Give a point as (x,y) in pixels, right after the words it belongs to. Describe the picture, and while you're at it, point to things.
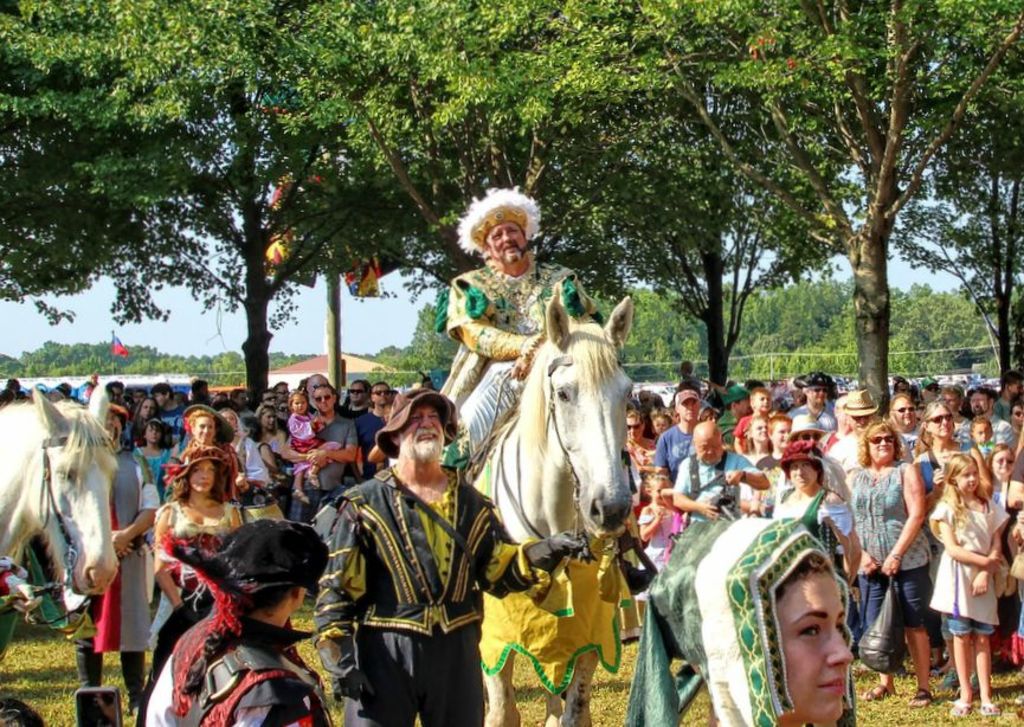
In this image we can see a group of people (404,420) standing on the ground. We can also see some grass (629,672) and a person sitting on a horse (548,508). On the backside (350,320) we can see a fence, a group of trees (722,378), the flags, a house (354,371), poles (332,311) and the sky (346,306) which looks cloudy. On the left side (45,516) we can see a horse (82,571).
